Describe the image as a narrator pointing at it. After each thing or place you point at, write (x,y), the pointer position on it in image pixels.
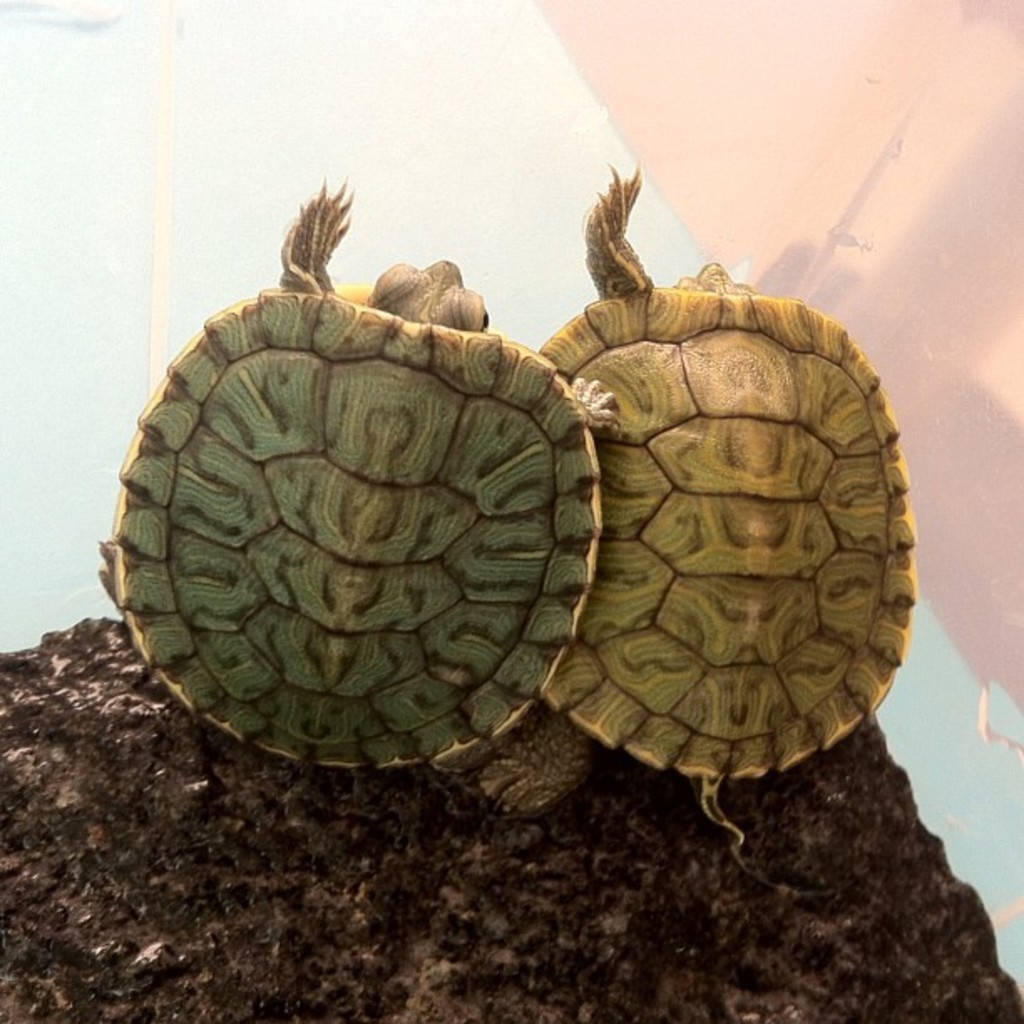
In this image we can see the turtles (418,744) on the surface (415,777).
